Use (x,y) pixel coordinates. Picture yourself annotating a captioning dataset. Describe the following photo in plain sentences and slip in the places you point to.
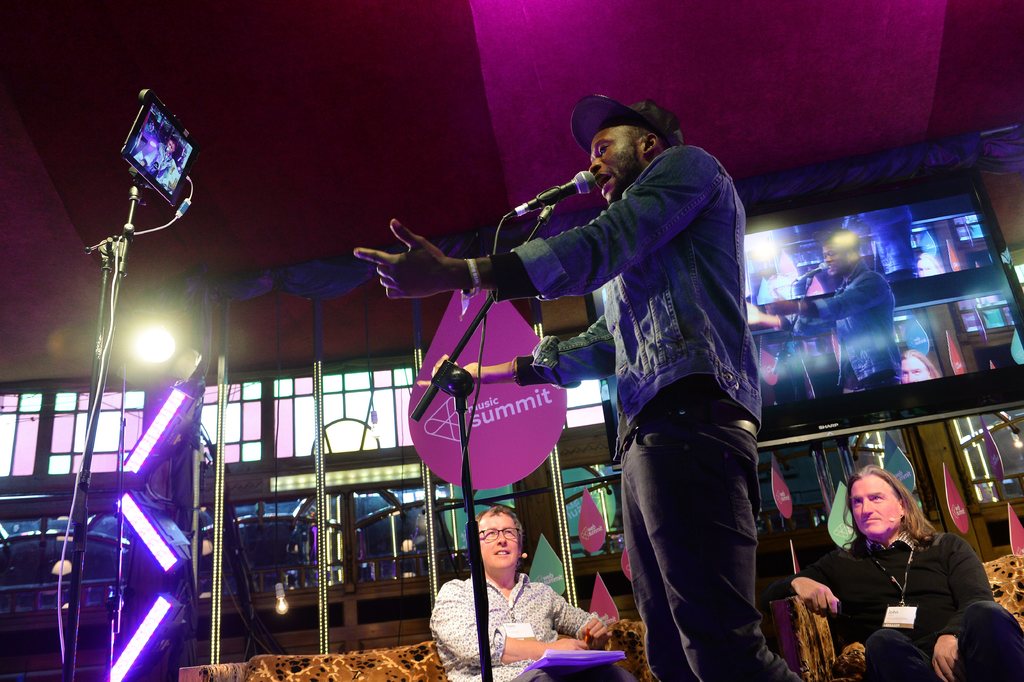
In this image I can see three persons (485,539). Also there is a couch (289,671), a mike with stand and an other stand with some object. And there is a screen (809,357), lights (179,345), glass walls (363,532) and also there are name boards (500,334).
